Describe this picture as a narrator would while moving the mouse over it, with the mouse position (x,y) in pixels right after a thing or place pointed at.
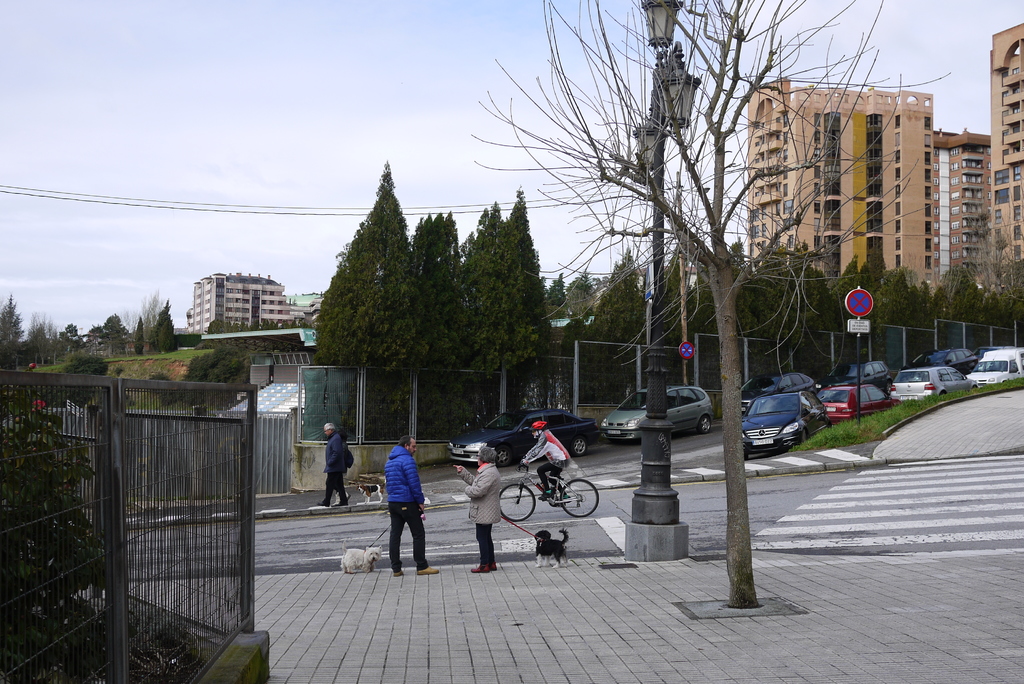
This is a picture of the outside of a city (775,500), in this picture in the center (398,446) there are two persons (412,460) who are standing and talking. And they are holding dogs (547,542) and one person (341,479) is walking on a footpath (352,500), and one person (560,459) is sitting on a cycle (568,475) and riding. On the right side (949,160) there are some buildings (928,266), and in the center (471,297) there are trees (620,312), fence (352,422) and vehicles (856,397). At the bottom (346,612) there is a walkway (307,592), on the left side (42,511) there are some trees (43,351) and a fence (200,457). In the background (213,303) there are some buildings (269,282), on the top of the image (335,134) there are some wires (463,206) and sky (667,143).
